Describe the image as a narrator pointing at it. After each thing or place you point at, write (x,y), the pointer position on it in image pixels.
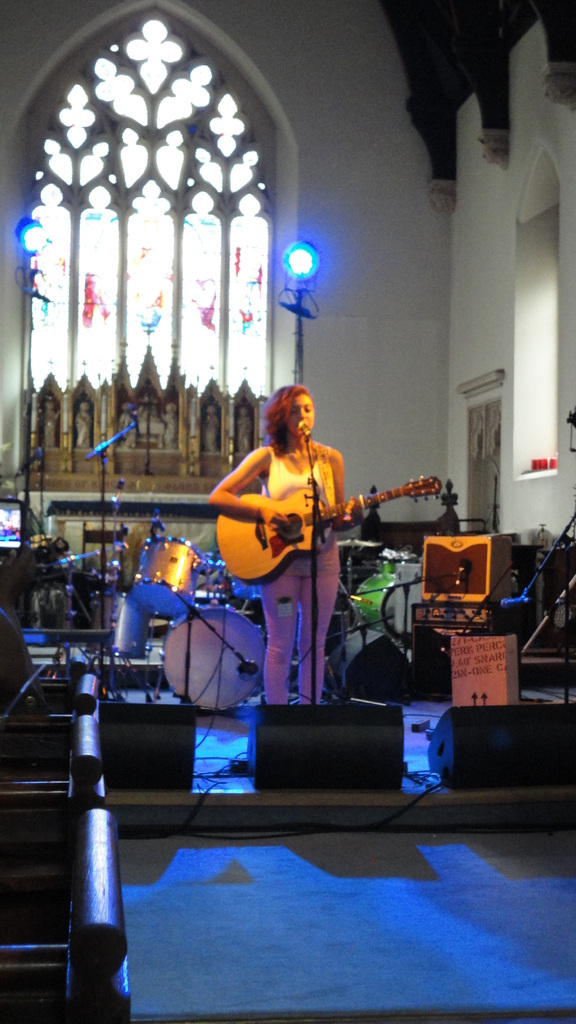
The image clicked inside the building (138,167). There is a woman (273,427) standing and singing. She is also playing the guitar (235,531). In the background (237,673) there is a musical setup (341,659) including band (236,674), lights (38,239) and a big wall (379,171). To the left (70,698) there are chairs (45,921).
